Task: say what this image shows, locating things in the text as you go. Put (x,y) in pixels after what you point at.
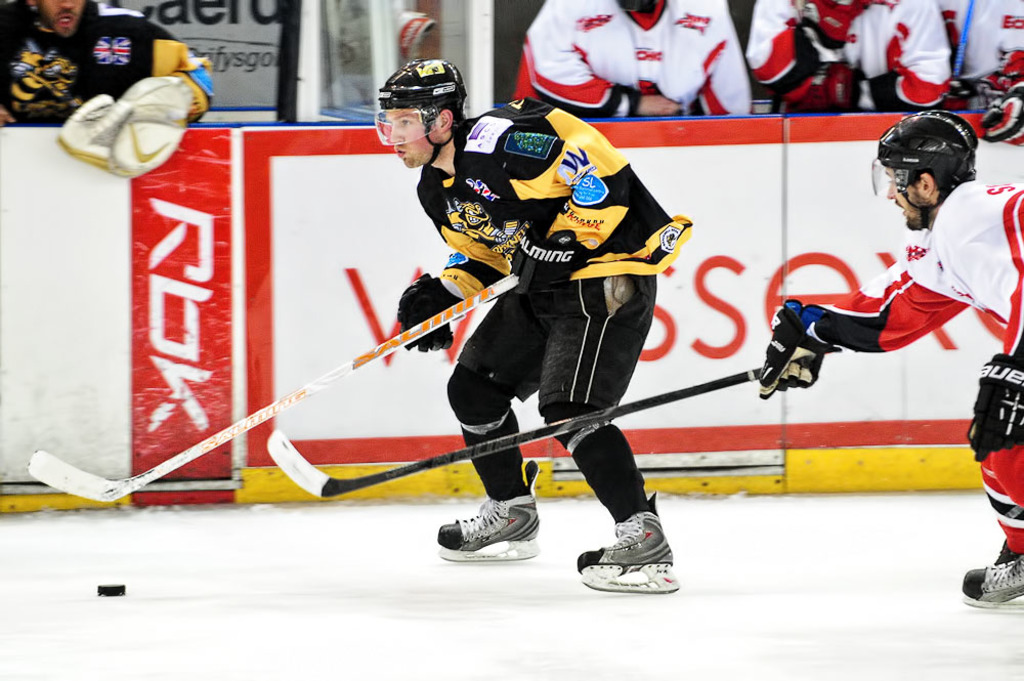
In this picture we can see two men (517,321) wore helmets (965,155), gloves (446,297), ice skates (514,534) and holding sticks (53,465) with their hands (798,326) on ice (539,504) and in the background (215,140) we can see some people (101,79) standing, posters (877,215) and some objects (119,174).
